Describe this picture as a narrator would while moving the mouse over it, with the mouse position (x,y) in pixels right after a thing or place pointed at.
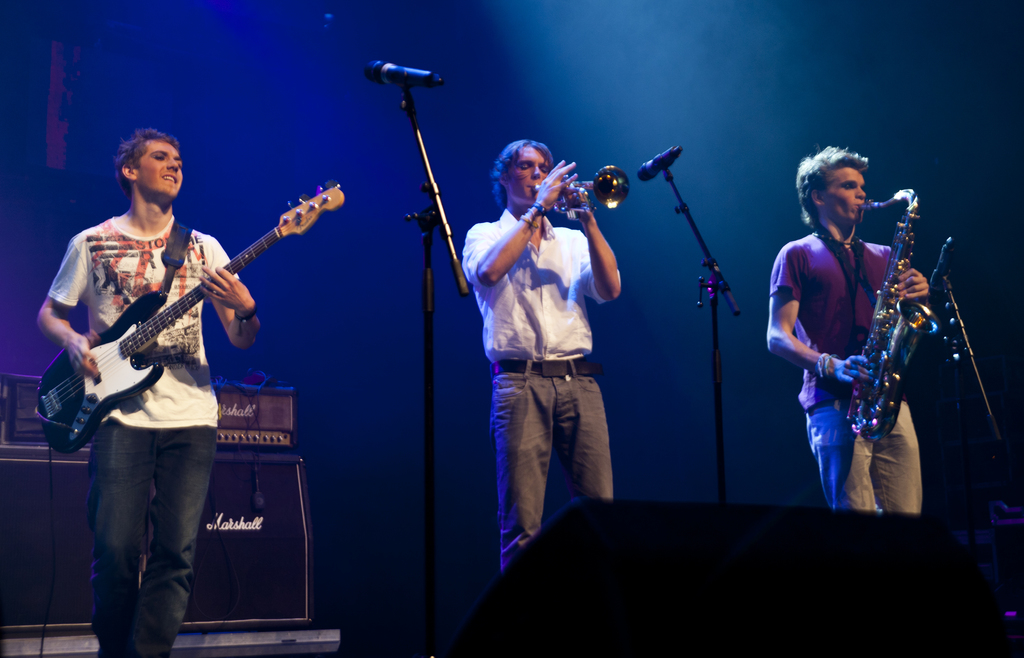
In this picture I can observe three members (581,306) standing on the stage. Three of them are playing three different musical instruments (569,208) in their hands (227,274). One of them is playing guitar (96,347) and the other two are playing trumpet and saxophone (870,377). I can observe mics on the stage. On the left side (264,497) there is a speaker (82,504). The background (270,97) is dark.
